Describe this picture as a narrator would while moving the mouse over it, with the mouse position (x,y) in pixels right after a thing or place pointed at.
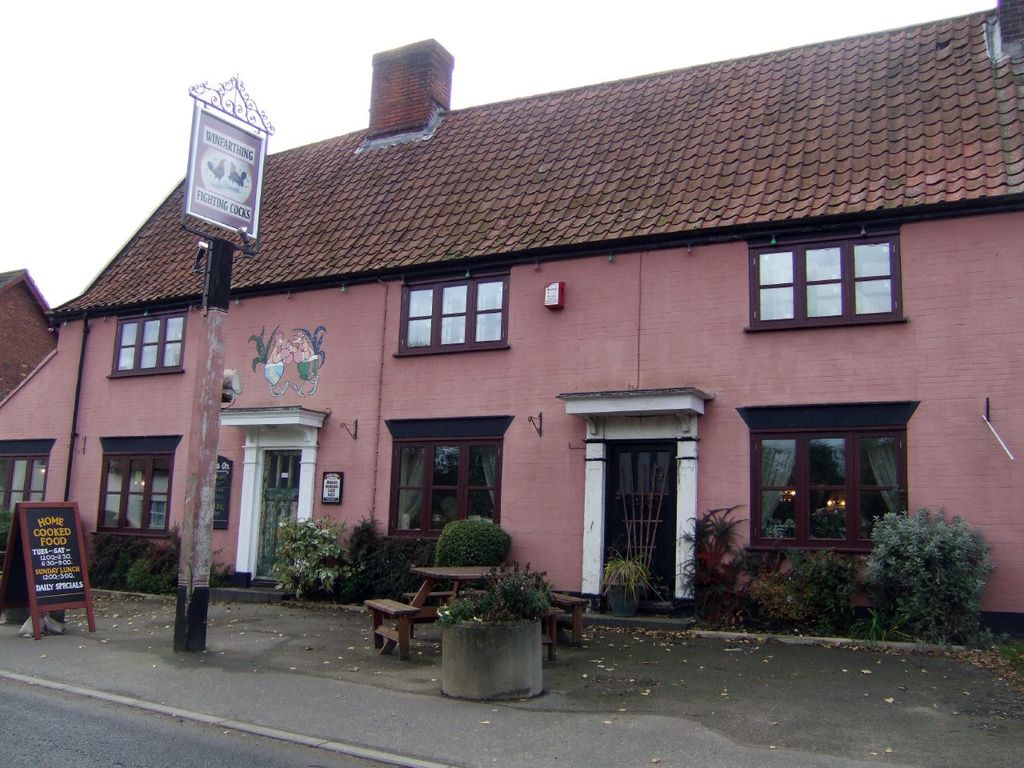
In the image there is a building (287,351) with walls (516,410), roofs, glass windows (784,504), doors (271,477) and chimneys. In front of the building (784,504) there are bushes (512,578), pole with poster (224,183), table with benches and board (79,594) with something written on it. At the top of the image (56,171) there is a sky (52,92).
